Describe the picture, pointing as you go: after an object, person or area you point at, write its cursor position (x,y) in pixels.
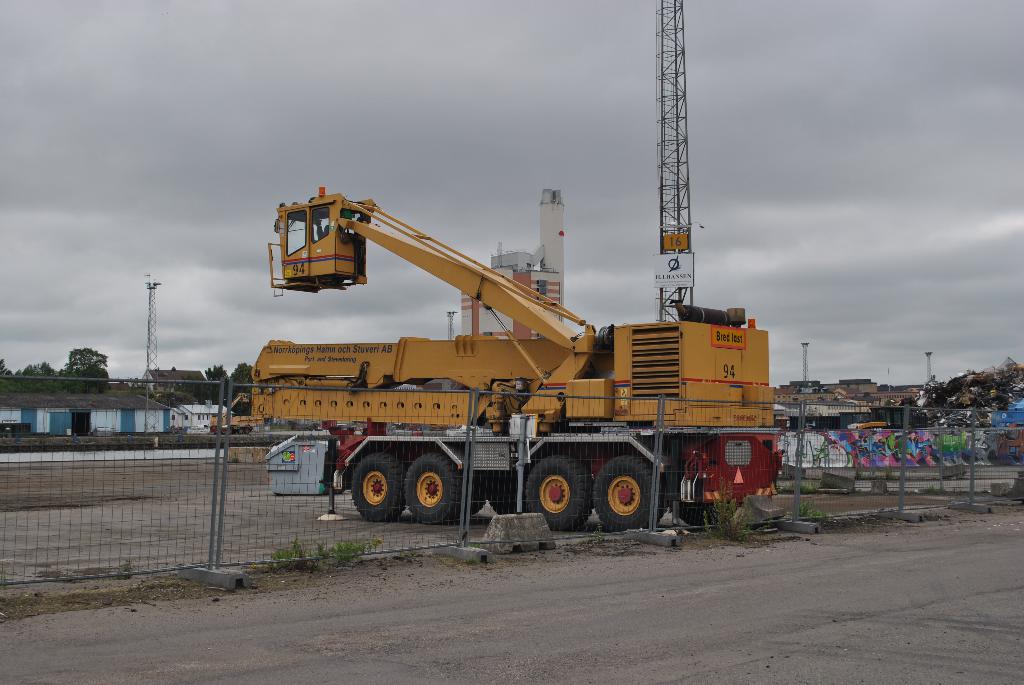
In this image there is a vehicle (520,405). Behind the vehicle (649,436) there is some object (669,270). There is a tower (680,179). In front of the vehicle (564,470) there is a metal fence (903,465). On the right side of the image (911,465) there is a painting (888,451) on the wall (839,440). In the background of the image (175,408) there are buildings (154,407), trees (22,387), towers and sky (928,168).
